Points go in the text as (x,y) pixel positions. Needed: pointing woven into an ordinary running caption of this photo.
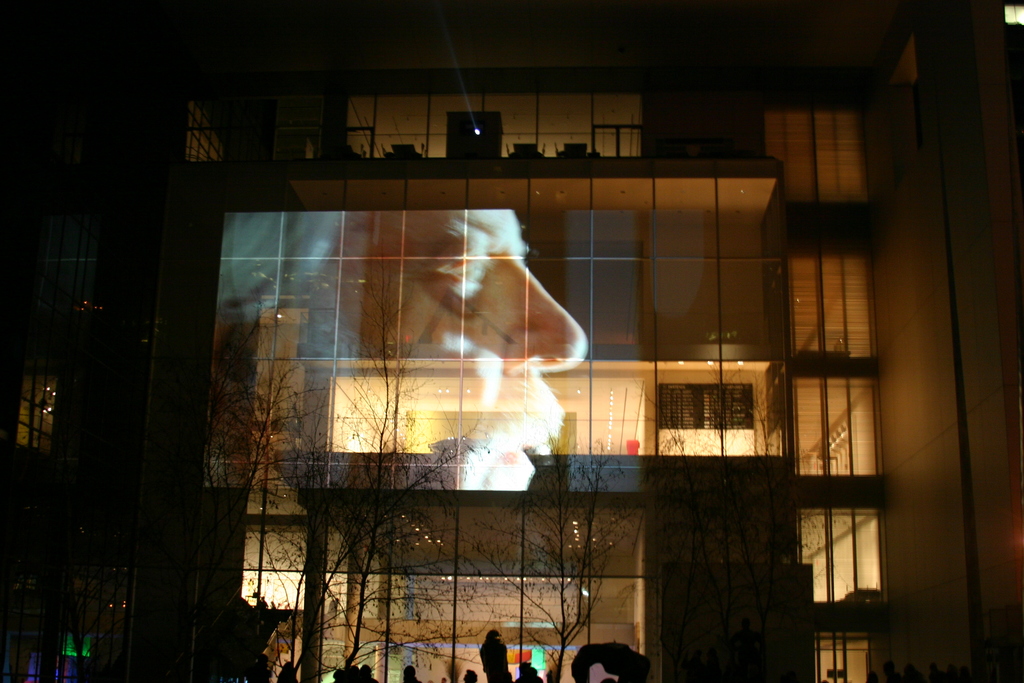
In this image we can see a building (539,308). There are many people (530,670) at the bottom of the image (698,670). There are few trees (421,549) in the image. We can see a face (456,398) of a person (448,361) on the glasses (443,404) of a building (454,410).
